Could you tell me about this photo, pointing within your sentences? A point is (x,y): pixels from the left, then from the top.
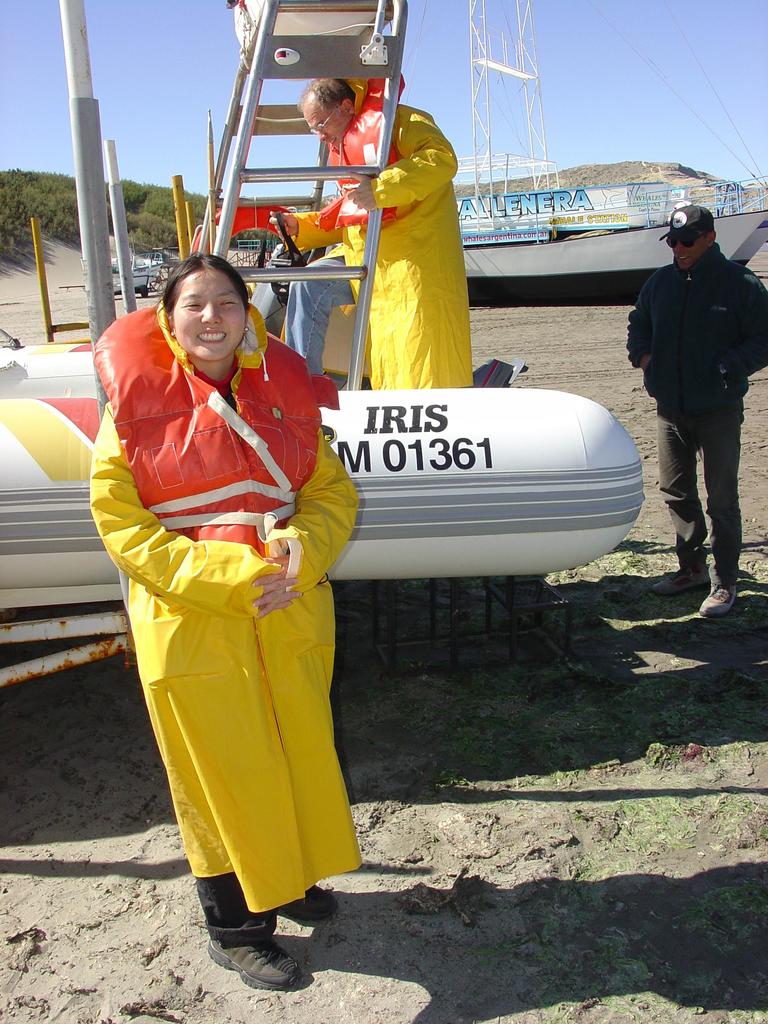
In this image I can see three people (399,357) where two of them wearing same color of dress (139,530). I can see one is a woman (215,287) and two are men (447,256). Here I can see two boats (494,463) and in the background (34,207) I can see sky (607,97) and trees (58,220). Here woman (209,334) is smiling.
